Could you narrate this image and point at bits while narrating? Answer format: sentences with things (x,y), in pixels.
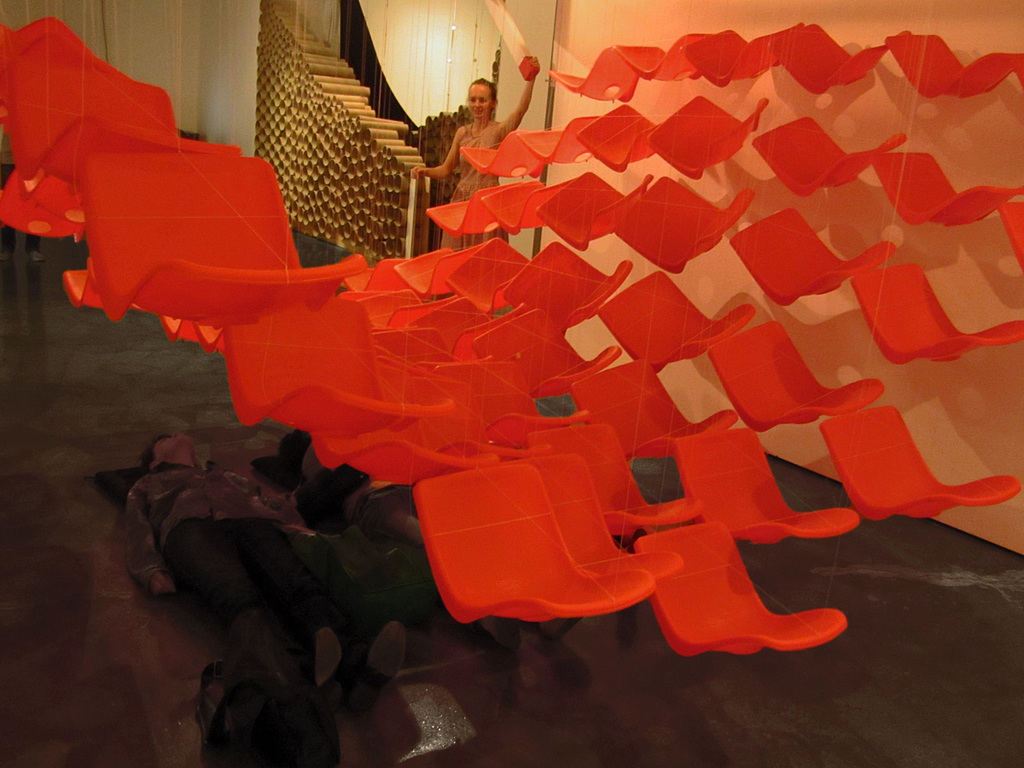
In this image there are plastic seats (621,196) hanging to the ceiling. There are two people (299,553) lying on the ground (500,687). Beside them there are bags (307,724) on the floor (490,702). In the background (491,136) there is a woman (471,104) standing. Behind her there is a wall (429,58).
